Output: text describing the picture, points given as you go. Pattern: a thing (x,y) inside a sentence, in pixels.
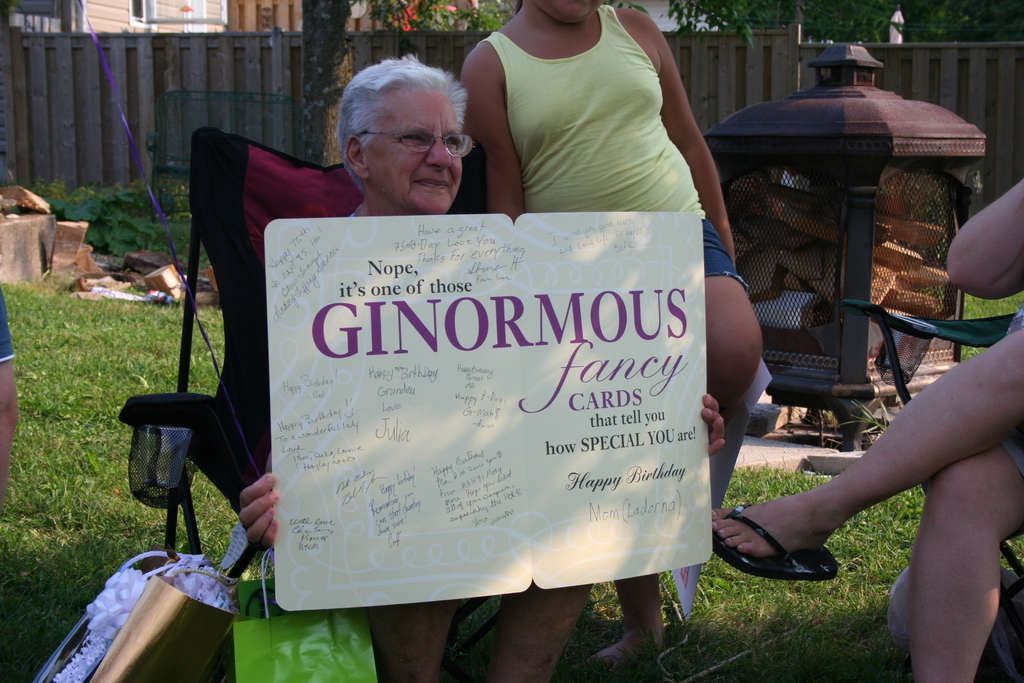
In this image there is a woman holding a placard (351,389) in her hand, beside the woman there is a girl (644,139) standing, in the background of the image (95,370) there is grass (87,351) on the surface (96,305) and there is a wooden fence (80,135), on the other side of the wooden fence (285,58) there are trees (323,10) and building (207,27).
